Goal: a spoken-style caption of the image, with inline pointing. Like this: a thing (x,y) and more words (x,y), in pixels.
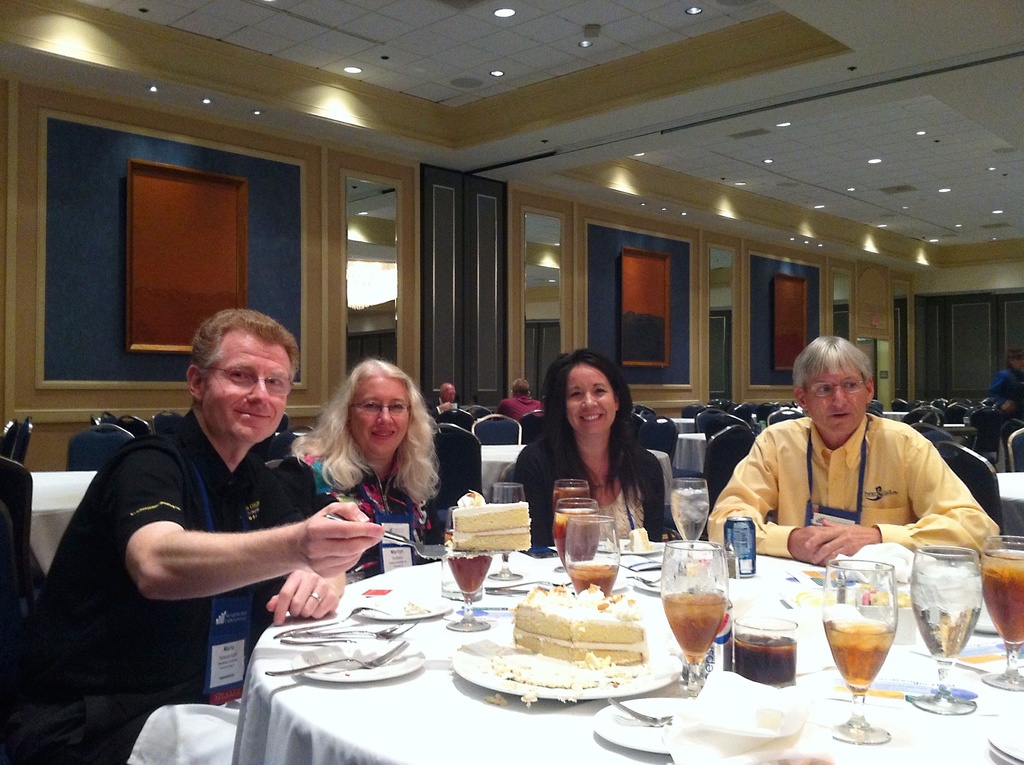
In this image there are four persons (425,437) sitting on the chairs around the table (706,684). The man (148,554) on the left side (139,546) is holding the piece of a cake (470,535) with the spoon (420,552). On the table (430,569) there are glasses (868,673), plates (399,661), spoons (373,666), cake pieces (588,612) and tissue papers (690,711). At the top (507,35) there is ceiling (458,63) with the lights (498,76). In the background (614,224) there are walls (274,304) and mirrors (373,255) in between them.
